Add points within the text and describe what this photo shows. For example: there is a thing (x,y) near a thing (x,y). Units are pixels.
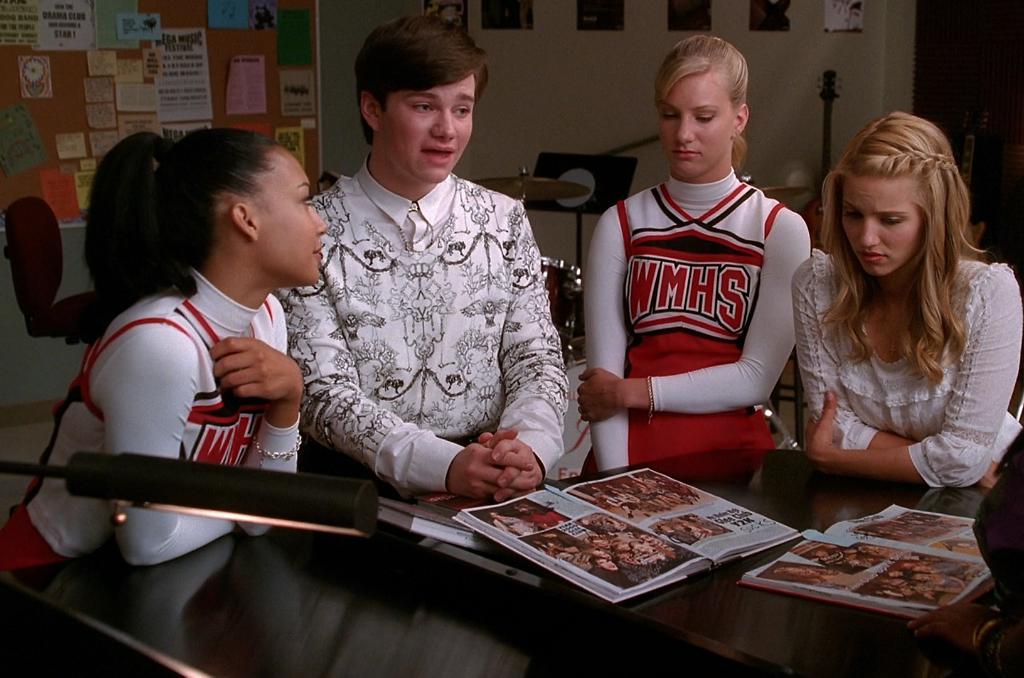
In this picture we can see four people (630,343) standing, piano (277,627) with books (463,504) on it, light (293,487) and in the background (603,88) we can see the wall (534,91), posters (210,107), musical instruments (790,195), chair (74,325), some objects (32,176).
